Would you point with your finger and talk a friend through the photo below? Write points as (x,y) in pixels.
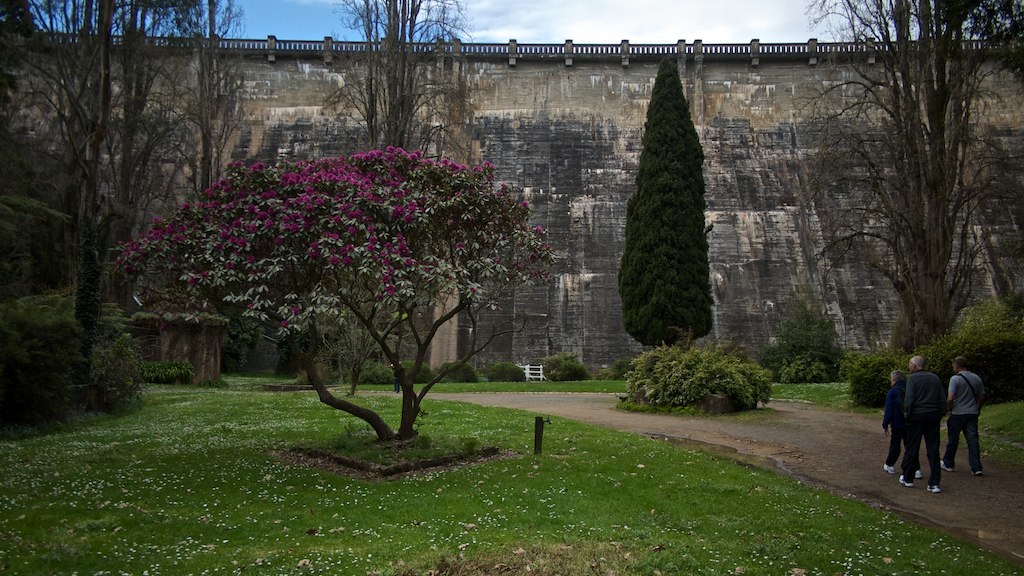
In this picture we can see three people (940,456) walking on the ground (815,457), grass (341,556), trees (332,405), wall (516,157), fence (283,43), some objects (194,370) and in the background (271,16) we can see the sky (271,16).
